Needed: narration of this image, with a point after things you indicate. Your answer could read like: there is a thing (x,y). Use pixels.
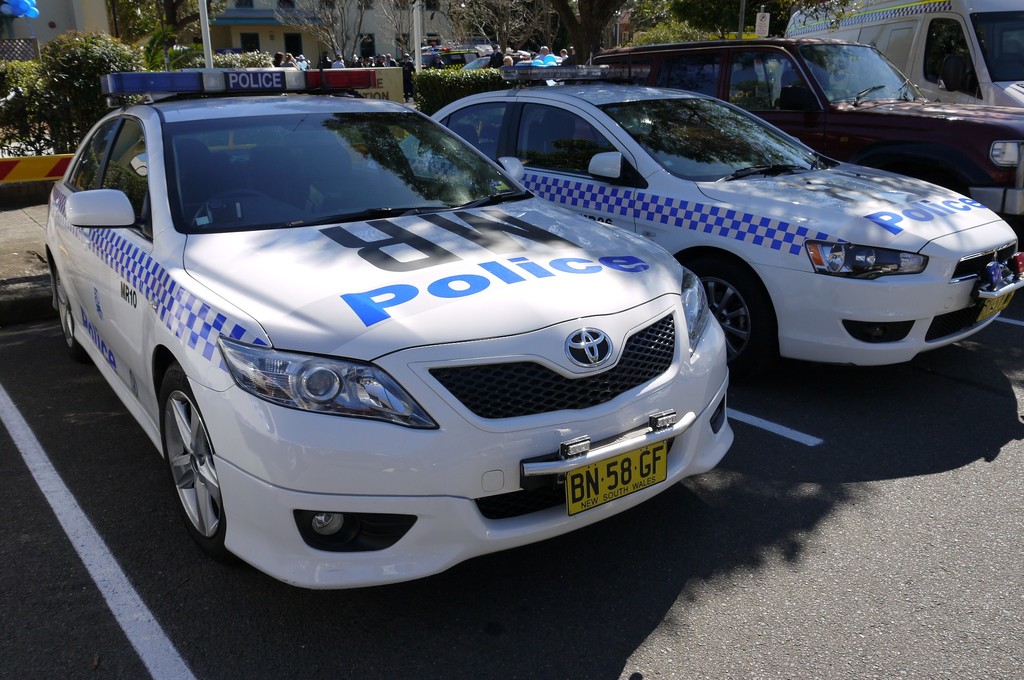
As we can see in the image there are cars (514,67), plants (22,98), trees (448,13), few people (553,52) here and there, balloons (18,13) and trees (484,38).
